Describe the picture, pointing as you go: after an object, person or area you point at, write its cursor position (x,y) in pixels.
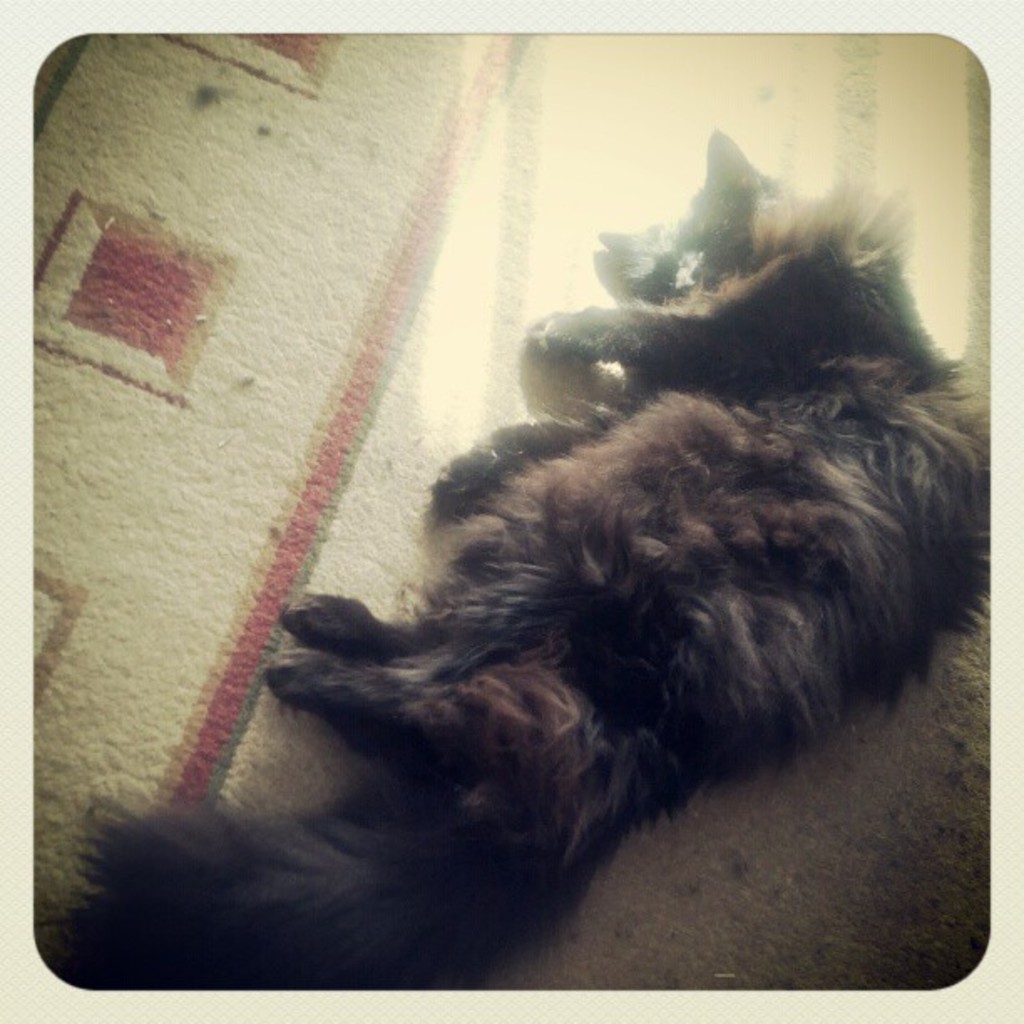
In the picture I can see a black color cat (457,518) is lying on the floor (947,676), which is on the right side of the image (699,660). Here I can see the sunlight (927,87) on the carpet (435,226).
